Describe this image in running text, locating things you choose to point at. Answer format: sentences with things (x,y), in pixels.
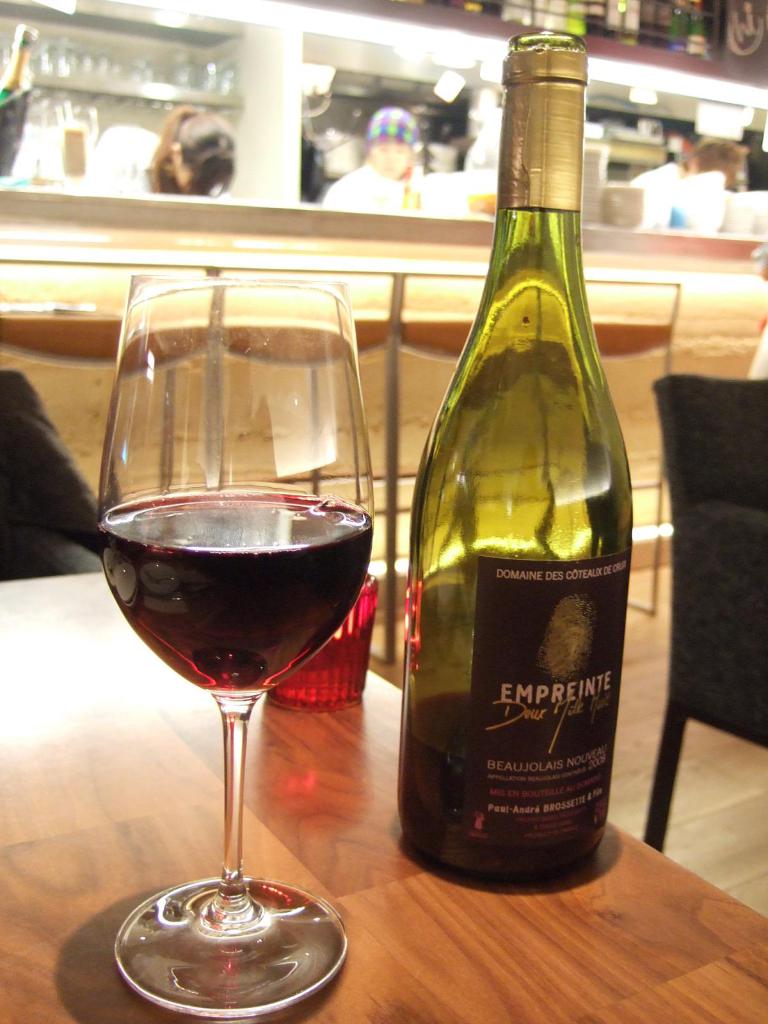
In this picture i could see a wine glass (235,509) filled with wine (273,553) and beside glass (311,515) there is a wine bottle (550,527) and they are placed on the table (155,889). In the background (395,140) i could see the persons (228,157) standing near the bar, there are some chairs (641,333) around.
